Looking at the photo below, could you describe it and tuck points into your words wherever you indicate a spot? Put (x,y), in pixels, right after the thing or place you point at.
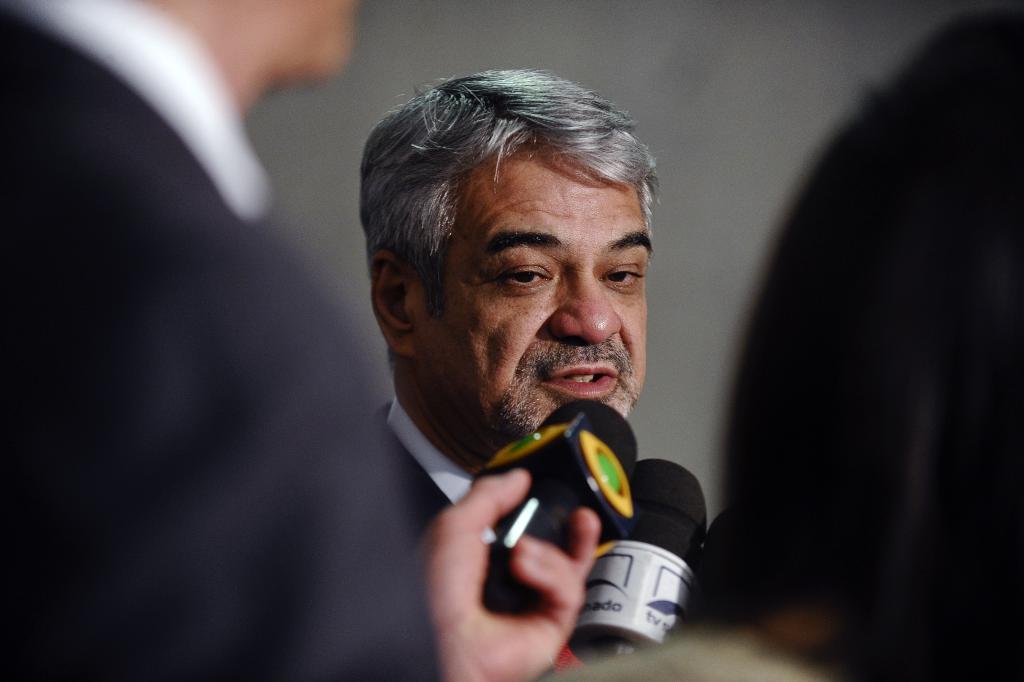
In this image I can see three people (468,562) and there are mics (511,574) in-front of these people (419,595). And there is an ash color background (531,11).
